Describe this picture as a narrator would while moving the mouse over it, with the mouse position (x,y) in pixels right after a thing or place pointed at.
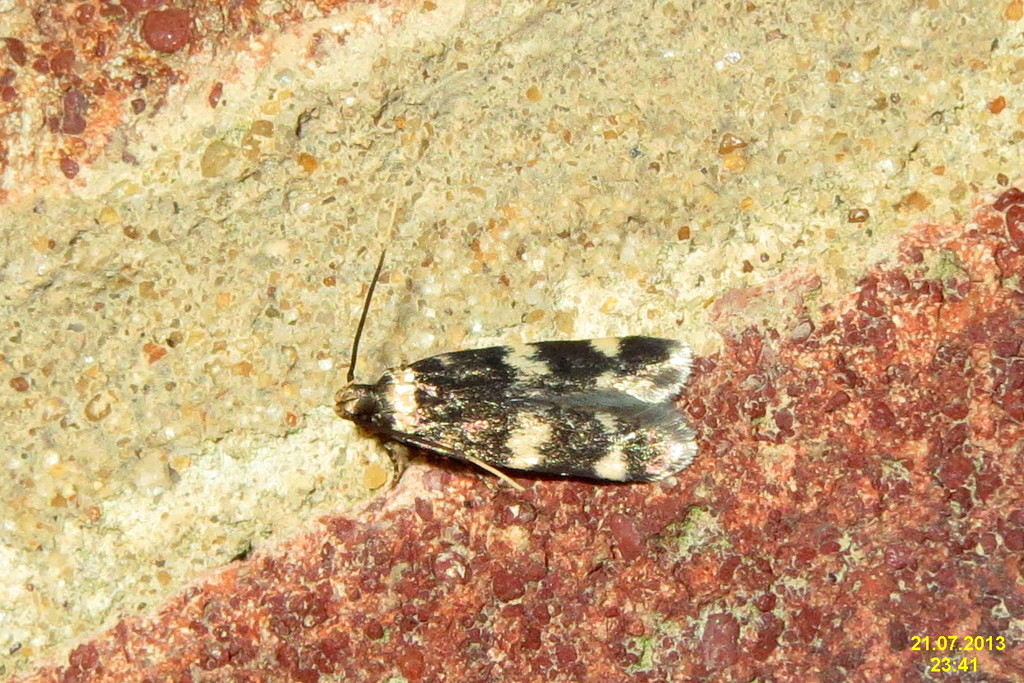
In this picture we can see an insect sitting on a red white floor (306,471).
